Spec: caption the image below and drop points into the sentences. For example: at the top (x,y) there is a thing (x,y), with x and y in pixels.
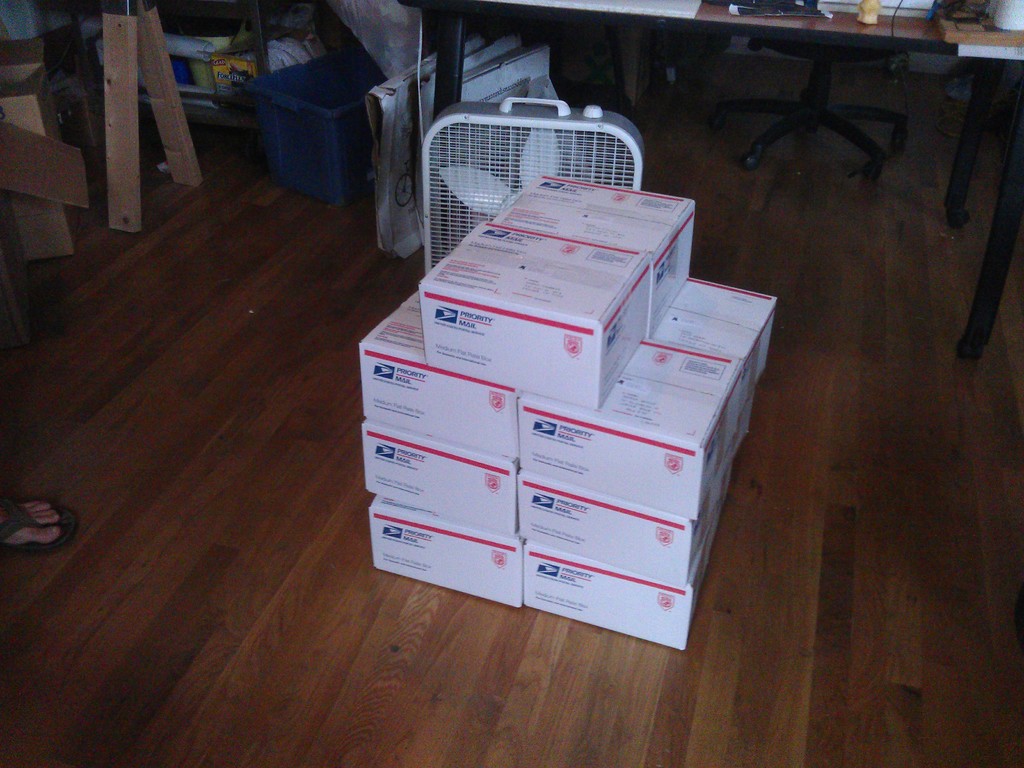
In this image there are some boxes (381,528) on the floor (404,627) and on the top (449,16) there is a table (466,19) and in the center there is one fan (482,144) and on the left side (117,87) there are some wooden sticks (131,96). Beside that wooden sticks (113,96) there is one basket (303,119).
